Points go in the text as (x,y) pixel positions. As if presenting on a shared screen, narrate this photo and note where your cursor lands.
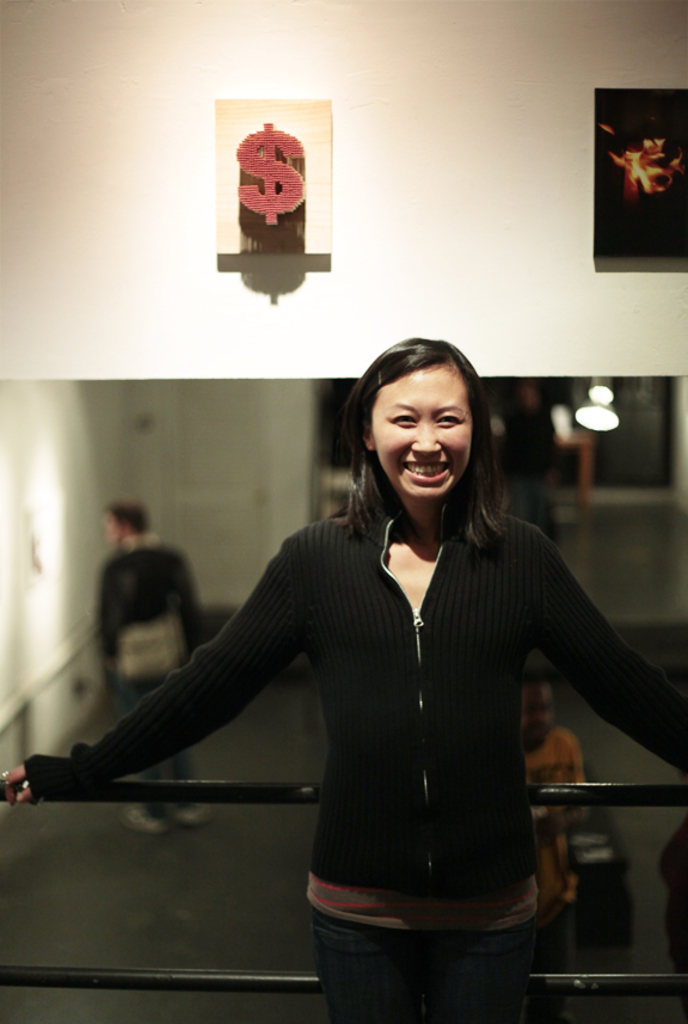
In the middle (453,568) a beautiful woman (644,690) is standing, she wore a black color sweater (466,690), she is smiling and at the top (302,140) it's a dollar symbol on the wall (250,275).
